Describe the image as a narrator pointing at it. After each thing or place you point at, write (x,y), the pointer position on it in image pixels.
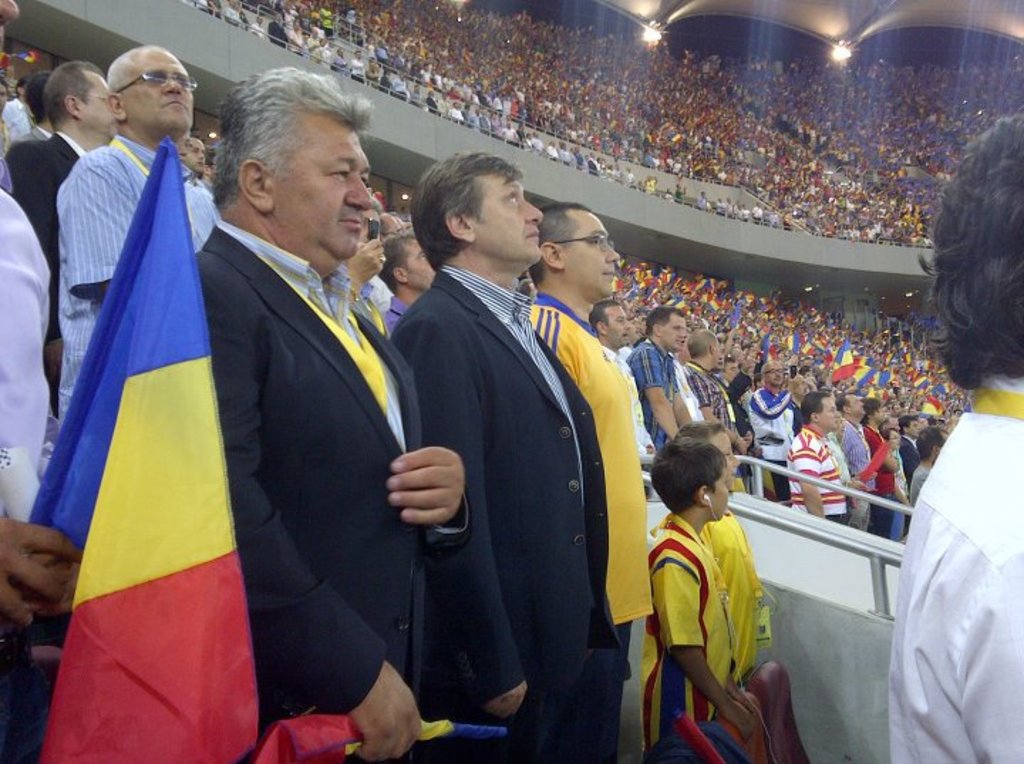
In this image I can see a flag (193,428) which is blue, yellow and red in color and two persons (309,425) wearing black colored blazer (420,430) are standing. I can see number of persons (611,323) standing, the wall (833,653), the railing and in the background (671,129) I can see number of persons (658,125) in the stadium (786,278), the ceiling (835,5) of the stadium (726,1), few lights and the dark sky (898,30).
